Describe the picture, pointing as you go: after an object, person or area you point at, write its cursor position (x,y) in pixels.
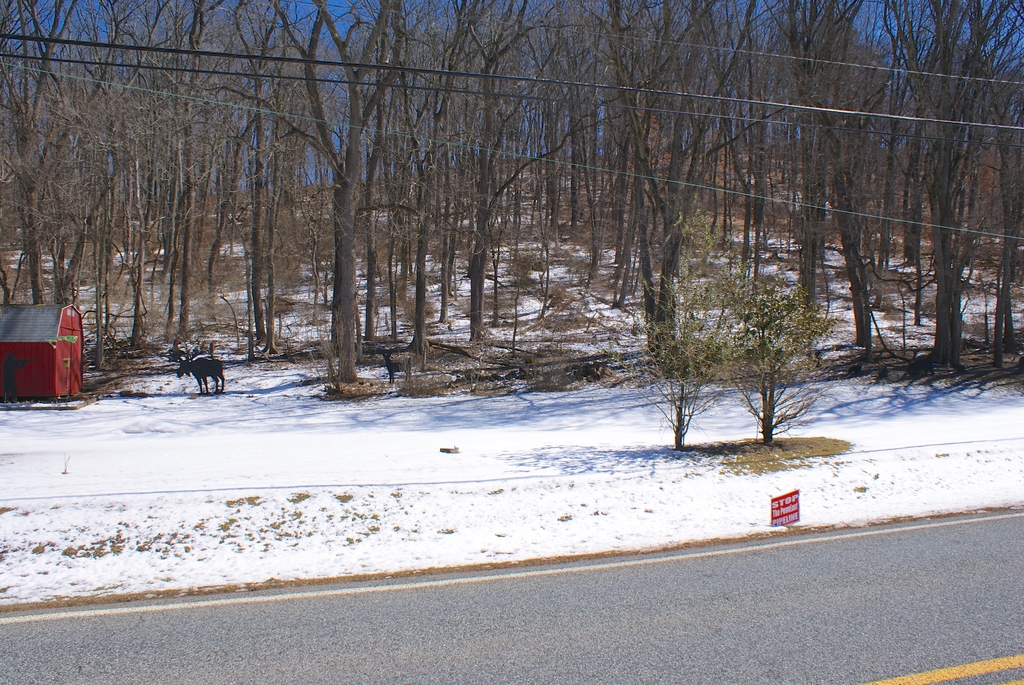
In the center of the image (515,262) there are trees (894,163). At the bottom (917,566) we can see a road (525,612) and snow (288,455). On the left (187,370) there is an animal (203,360) and a shed (52,378). At the top (132,50) we can see wires (256,58).
